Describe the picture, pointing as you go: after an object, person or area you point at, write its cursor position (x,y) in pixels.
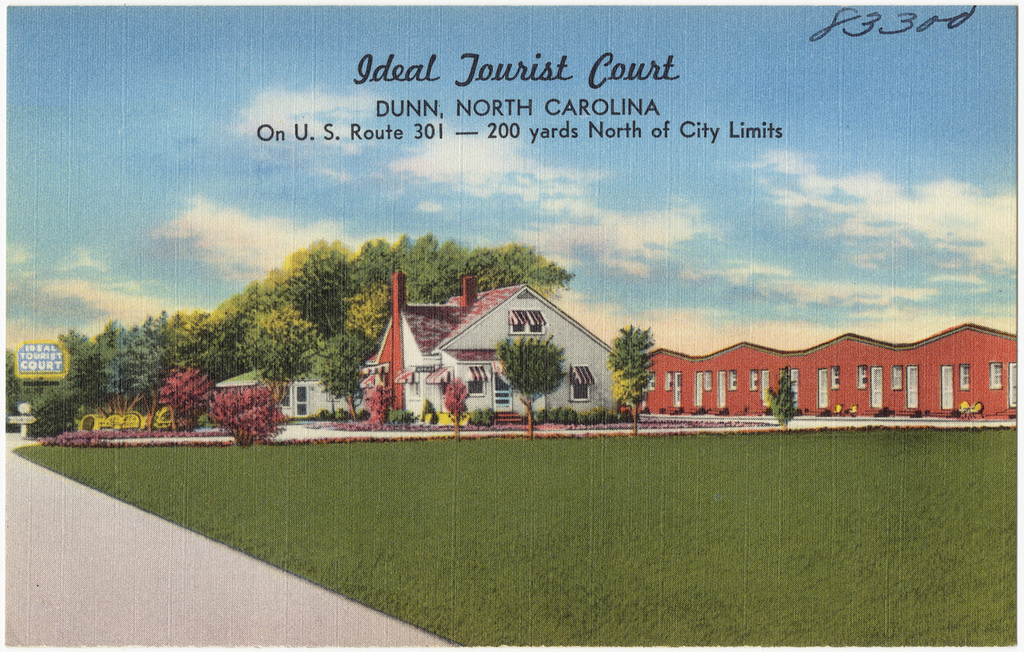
In this image I can see paintings (480,285) of houses (485,360), trees (635,390), plants (375,413), grass (563,556), board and the sky (626,175).
